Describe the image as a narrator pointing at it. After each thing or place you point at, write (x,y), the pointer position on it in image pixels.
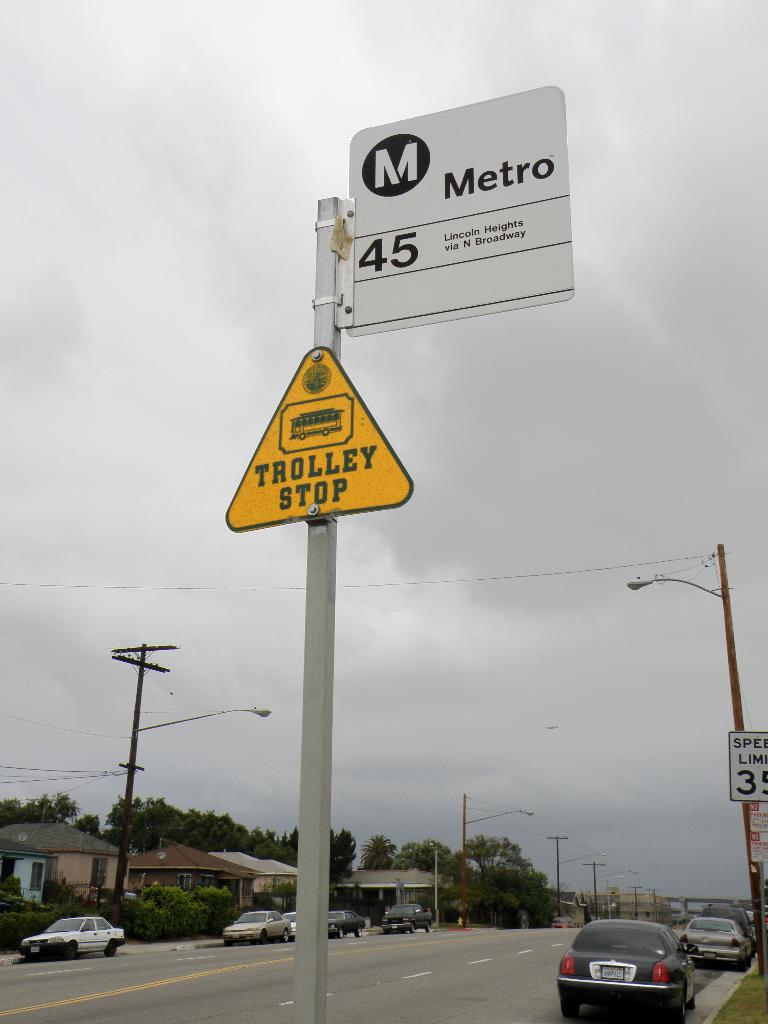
This image is taken outdoors. At the bottom of the image (376,973) there is a road (515,941). At the top of the image (259,161) there is a sky (222,298) with clouds (508,369). In the middle of the image (294,480) there is a signboard (347,379) with a text (338,455) on it. On the left side of the image (119,823) there are a few houses (210,878), trees (444,916) and plants (64,893). There are a few poles (165,669) with street lights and sign boards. A few cars (47,940) are parked on the road (418,937). On the right side of the image (593,973) there is a street light (758,954) and a few cars (634,937) are parked on the road (484,1014).
